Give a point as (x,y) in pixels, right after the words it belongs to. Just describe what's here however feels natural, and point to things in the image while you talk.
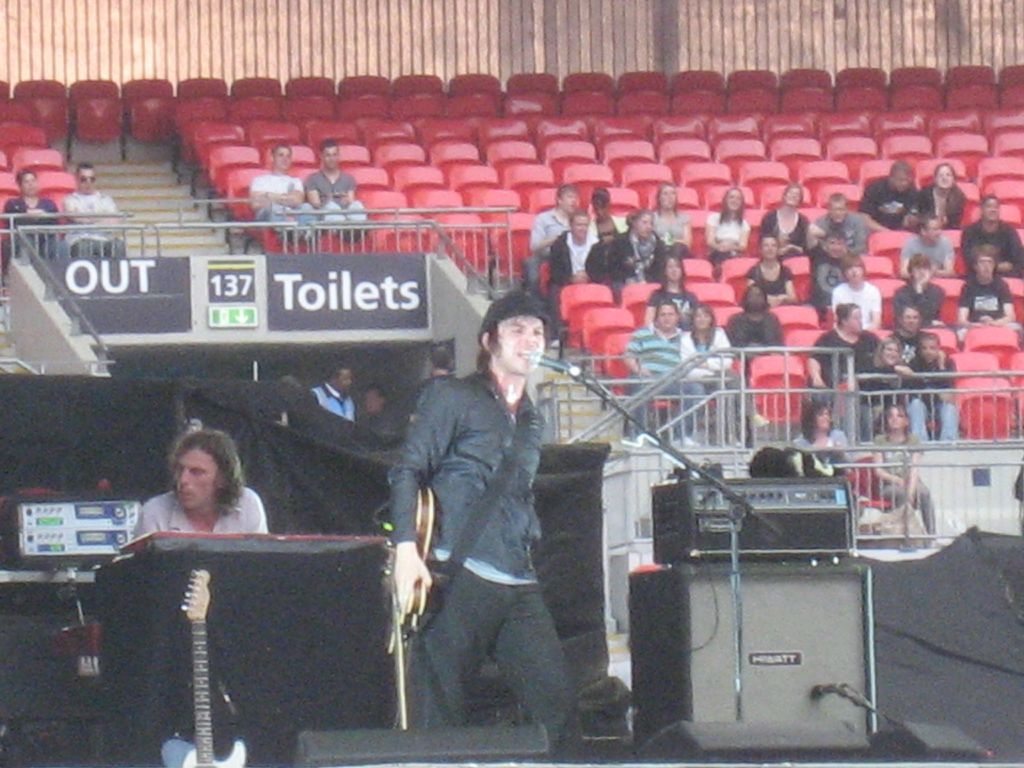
In this picture we can see a man (532,679) who is standing in front of mike (579,370) and singing. Here one person (153,521) is sitting and in the background (395,122) we can see red color chairs (774,149). And some people (874,344) are sitting here. And this is the wall (162,41).
